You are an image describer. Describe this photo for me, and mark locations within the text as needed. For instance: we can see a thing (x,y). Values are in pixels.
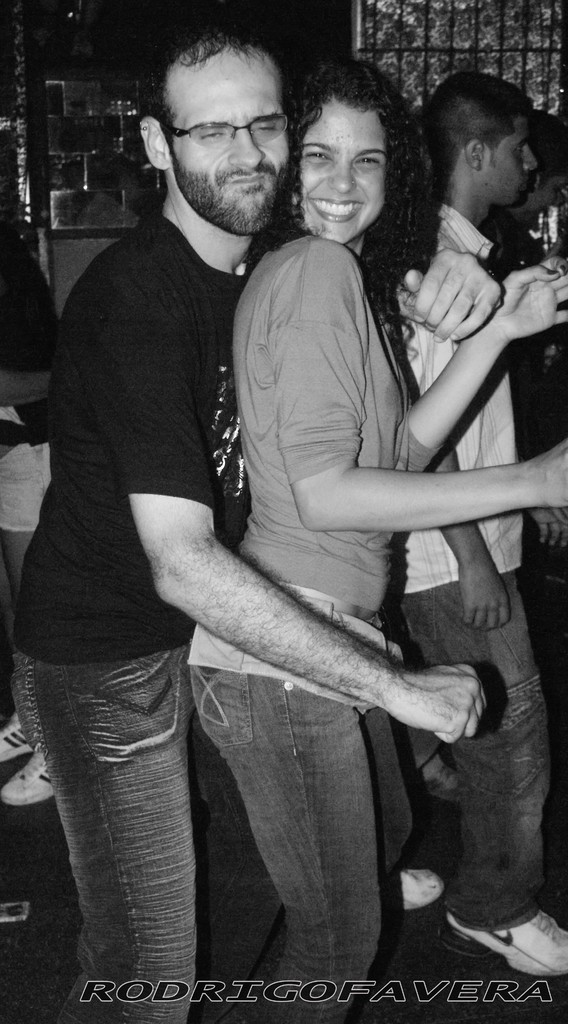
In this image there is one man (274,123) and one woman (298,343) standing and they are dancing, and in the background (473,216) there are some people (16,265) and some objects (81,138). At the bottom (53,931) there is floor (62,966), and at the bottom of the image (199,999) there is text (473,997).
